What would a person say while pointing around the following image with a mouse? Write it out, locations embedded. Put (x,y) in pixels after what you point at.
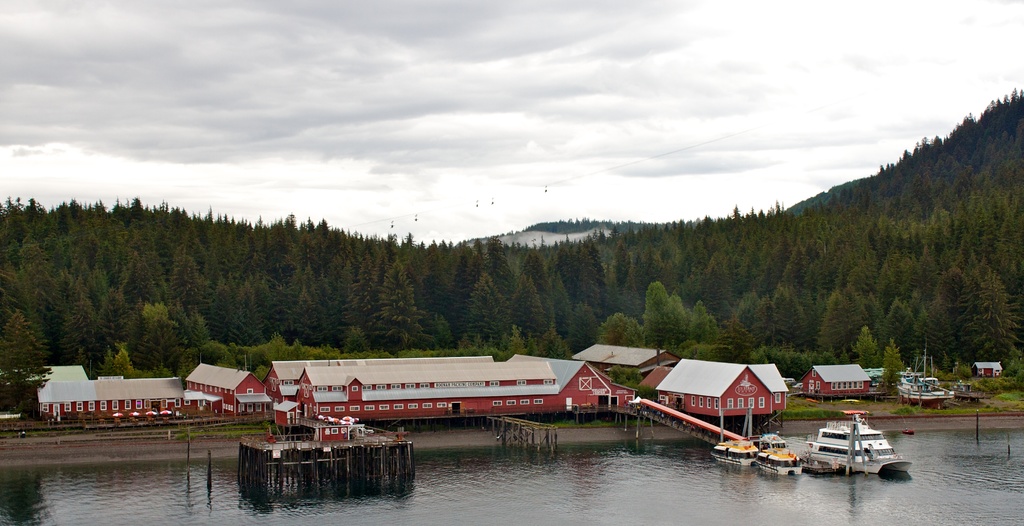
In this image, I can a lot of trees (790,255) after that i can see a electrical wire (603,173) and sky (193,42) which is in white color and also i can see a small river (306,503) which includes boat (847,448) and they are few huts (83,373) which are build.
